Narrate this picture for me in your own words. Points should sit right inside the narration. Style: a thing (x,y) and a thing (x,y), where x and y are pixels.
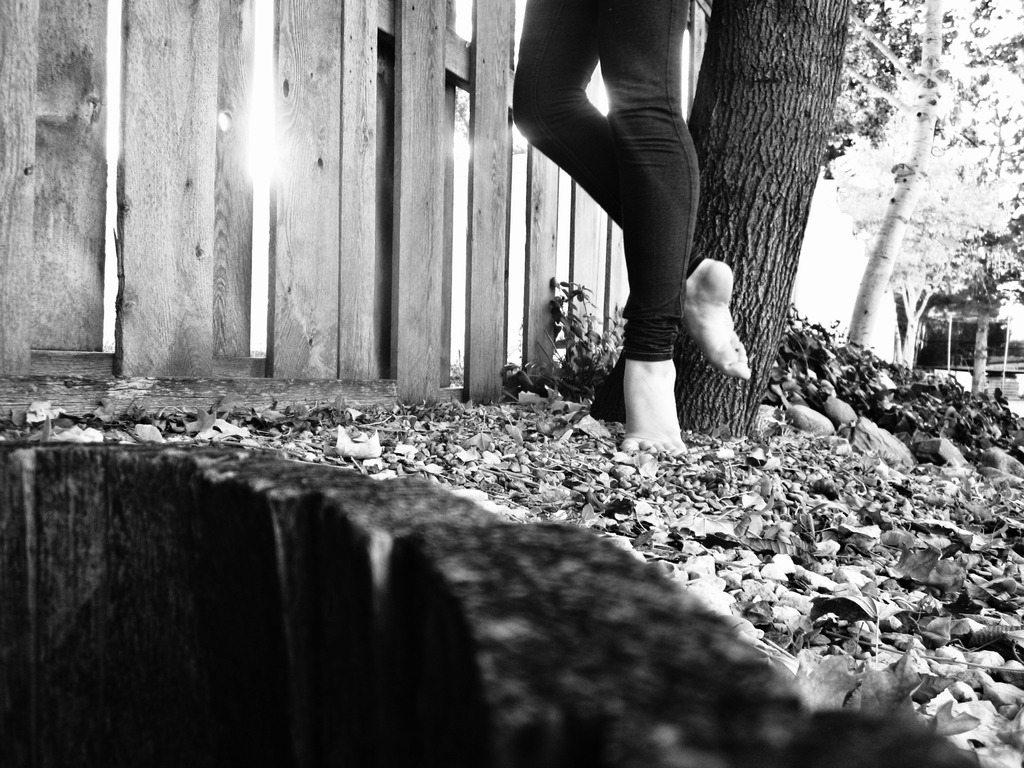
In the picture I can see a wooden object (448,712) here, I can see stones (393,465), dry leaves (992,494), a person's legs (664,106), wooden fence (380,391), tree trunk (701,427), shrubs (1007,417) and trees (907,65) in the background (872,297).
